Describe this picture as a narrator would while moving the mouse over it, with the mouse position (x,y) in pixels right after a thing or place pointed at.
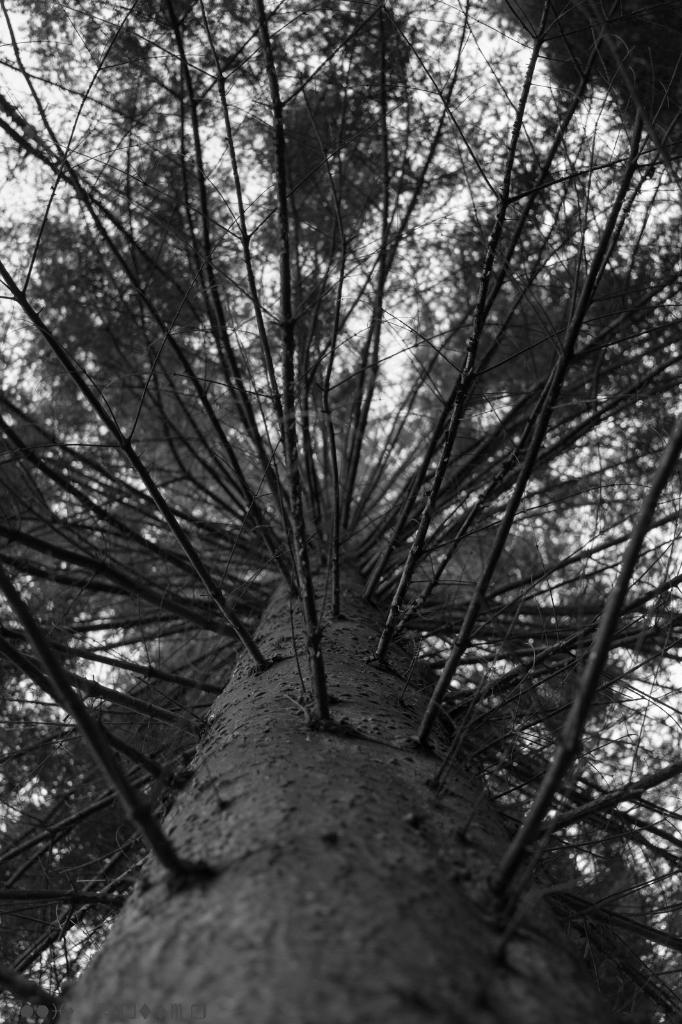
There is a tree (140,259) presenting in this picture.
